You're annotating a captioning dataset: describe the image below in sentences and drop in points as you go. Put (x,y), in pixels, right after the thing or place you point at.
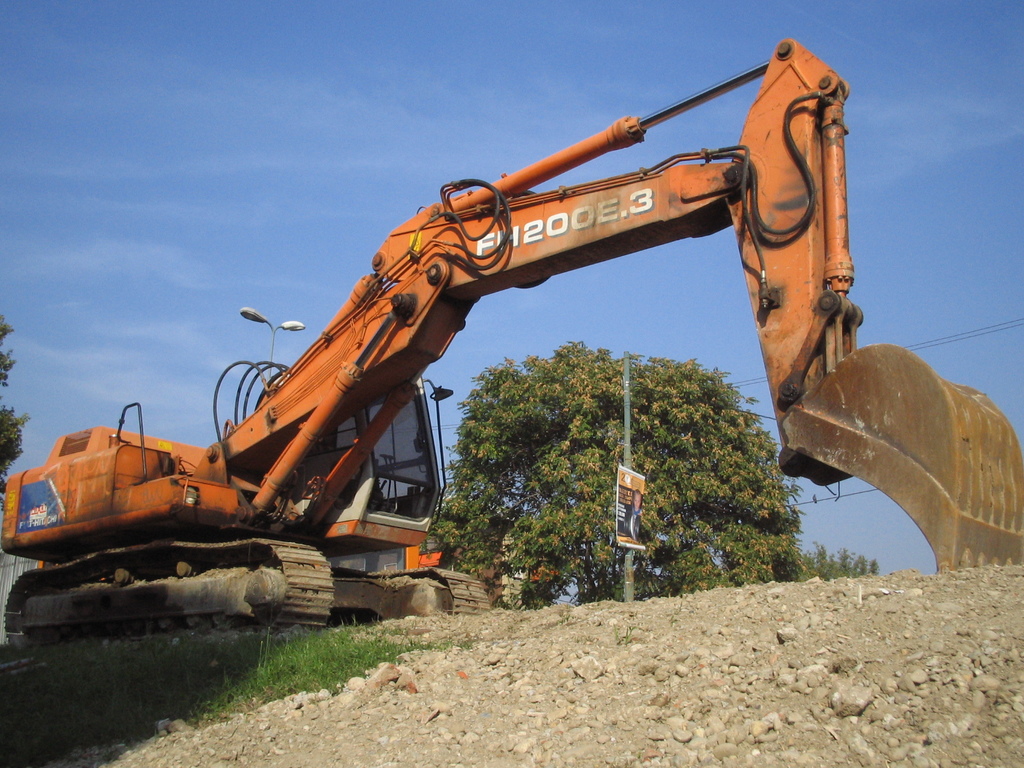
In the foreground of the picture (514,662) there are stones (578,693), soil (451,695) and grass (44,712). In the center of the picture (392,419) there is a machine (183,542). In the background (509,486) there are trees (537,424), street light (278,325), pole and cables (1023,319). Sky (399,151) is sunny.
